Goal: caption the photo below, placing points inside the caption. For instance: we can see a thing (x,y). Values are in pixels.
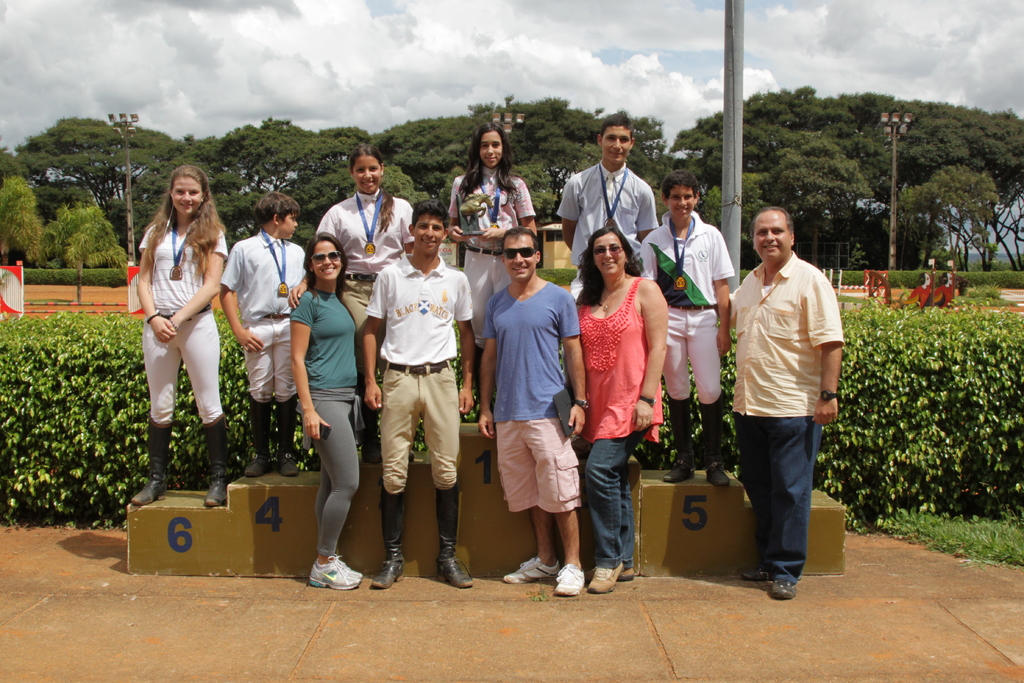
In this picture I can see some persons (355,293) who are standing on this board (682,531) and some person (586,404) are standing on the ground (568,623). Behind them I can see the pole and plants (876,351). In the background (648,175) I can see the street lights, fencing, trees (870,240), plants (906,279) and grass (960,298). At the top (655,90) I can see the sky (608,28) and clouds (254,120).
